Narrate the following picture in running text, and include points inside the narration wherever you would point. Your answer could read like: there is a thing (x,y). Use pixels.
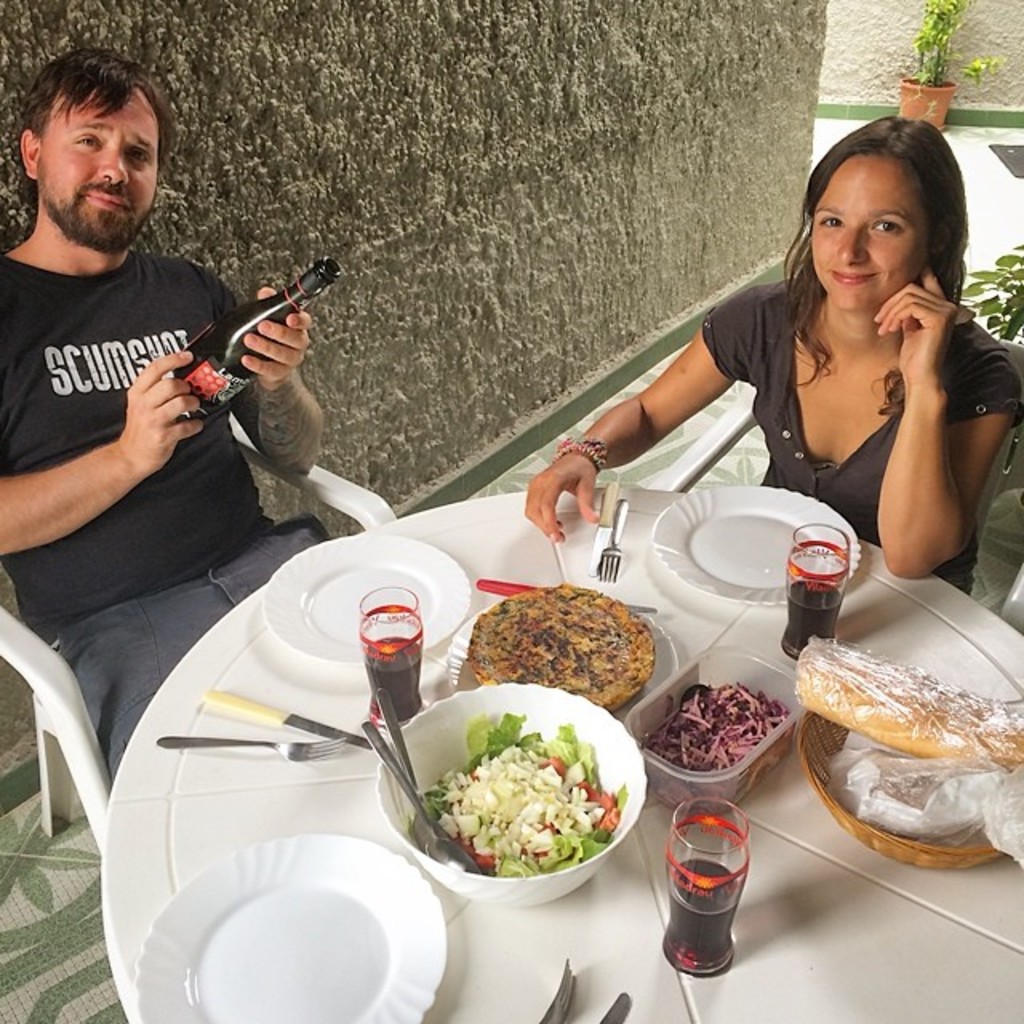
In this image we can see there are persons (792,434) sitting on the chair (709,437) and holding a bottle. And there is a table (567,931), on the table (532,972) there is a plate (714,582), bowl (610,844), glass (796,631), fork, knife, drink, cover (886,819), basket (886,839) and some food items (571,764). And at the back (1008,265) there is a wall (589,147) and a potted plant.
